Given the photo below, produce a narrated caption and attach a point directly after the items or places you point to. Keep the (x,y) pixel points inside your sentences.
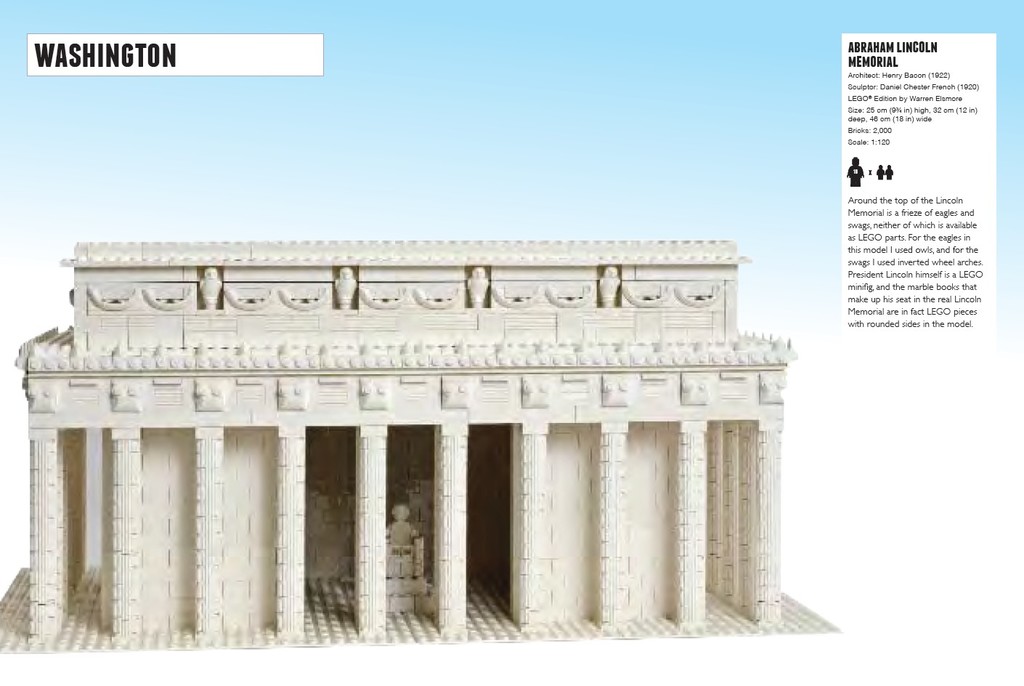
In this image there is a poster (209,262). There is an image of a building (361,355) having few sculptures (155,297) on it. Right side (926,295) there is some text (951,210). Left top there is some text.
